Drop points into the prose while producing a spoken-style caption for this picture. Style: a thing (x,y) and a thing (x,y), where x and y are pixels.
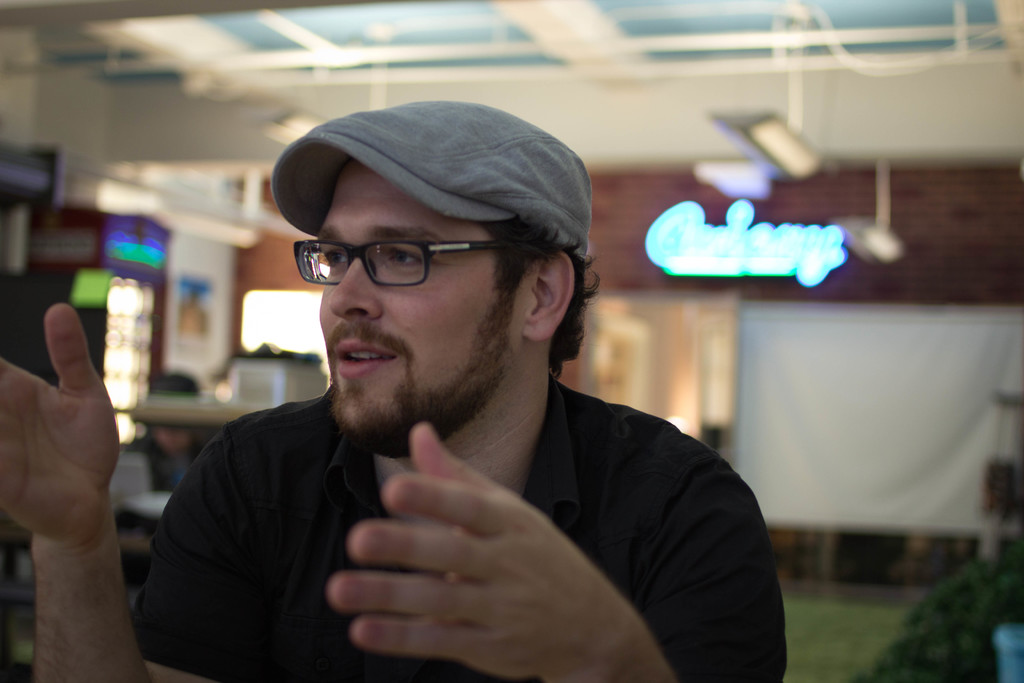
In this picture we can observe a man (279,578) wearing black color shirt (331,539), spectacles (406,257) and grey color cap (450,165) on his head (398,306). In the background (708,270) we can observe blue color light (761,248) and white color cloth (798,353). The background (207,225) is partially blurred.
